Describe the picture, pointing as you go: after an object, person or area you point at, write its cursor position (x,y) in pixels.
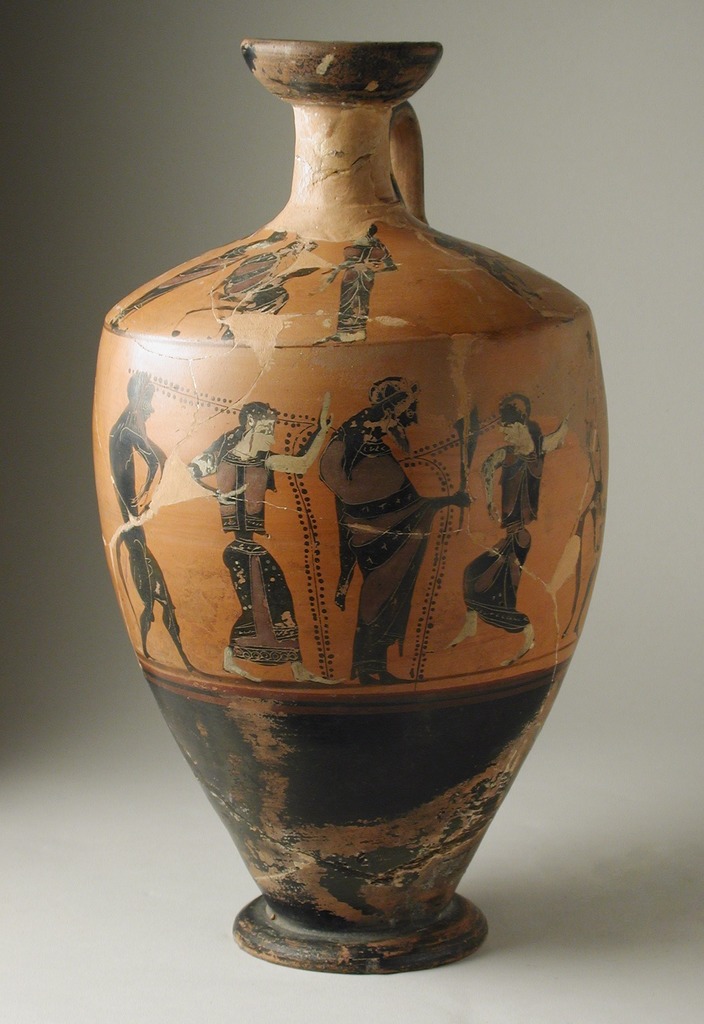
In this image I can see a pot (384,485), on this there is the depiction (377,438) of persons (424,507).
